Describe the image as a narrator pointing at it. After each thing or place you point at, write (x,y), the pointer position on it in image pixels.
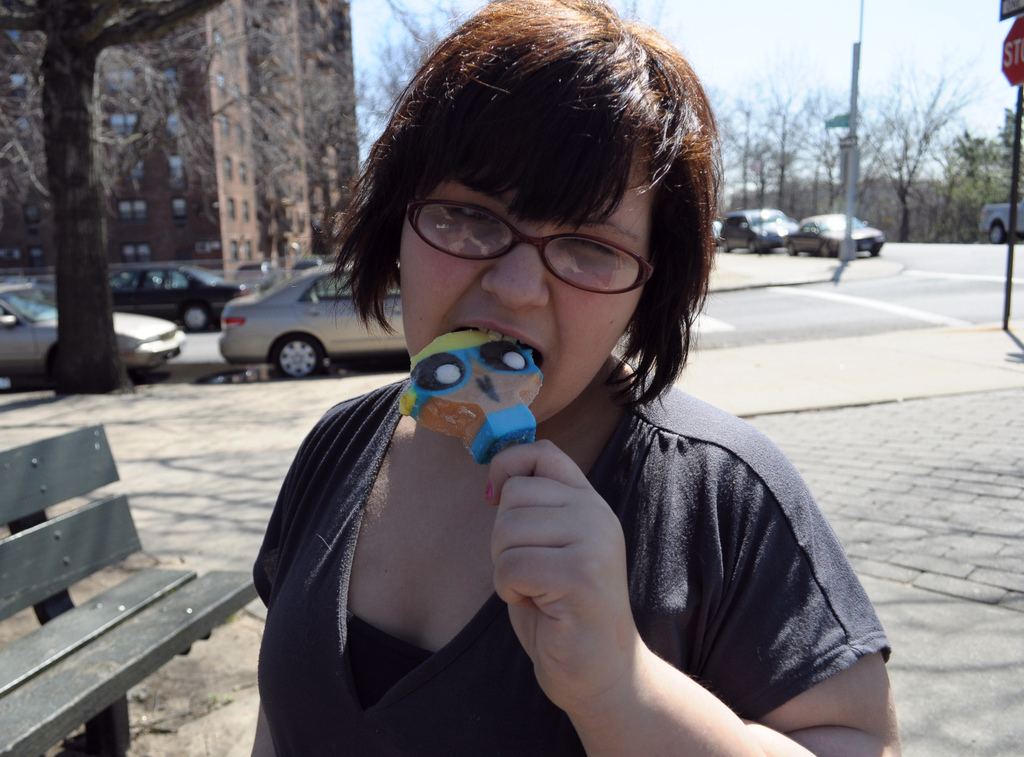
In this image, in the middle (349,479), we can see a woman (615,518) standing and she is also eating something. On the left side (223,597), we can see a bench (48,578). In the background (84,386), we can see some cars (299,311), trees (83,385), poles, hoardings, buildings (198,178), glass windows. At the top (832,18), we can see a sky (824,17), at the bottom (979,629) there is a road (889,275) and a footpath (810,404).
